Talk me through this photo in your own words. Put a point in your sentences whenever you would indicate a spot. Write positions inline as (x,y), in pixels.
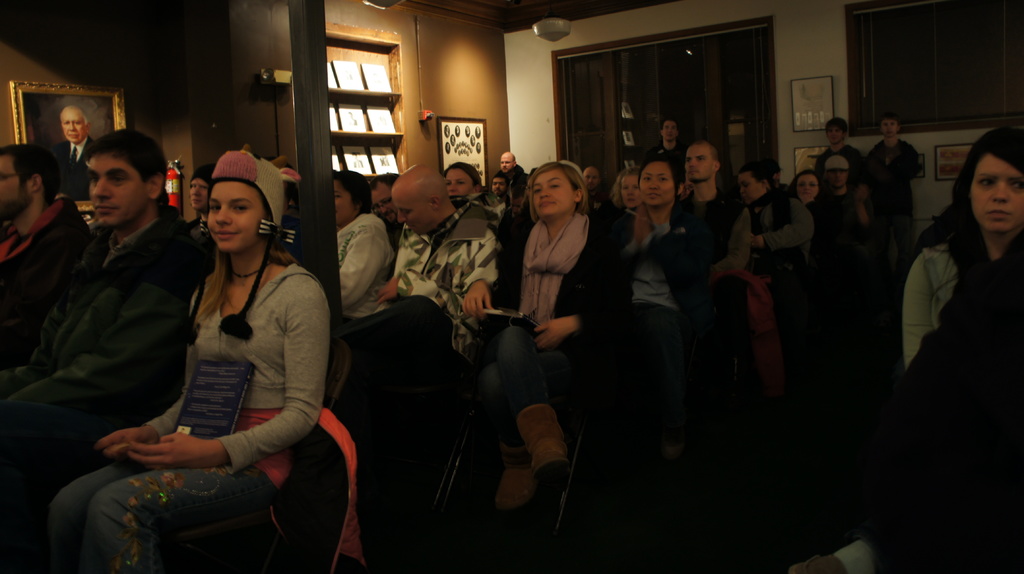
In the image we can see there are people (418,285) sitting on the chair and there are photo frames (33,141) on the wall (10,132).
